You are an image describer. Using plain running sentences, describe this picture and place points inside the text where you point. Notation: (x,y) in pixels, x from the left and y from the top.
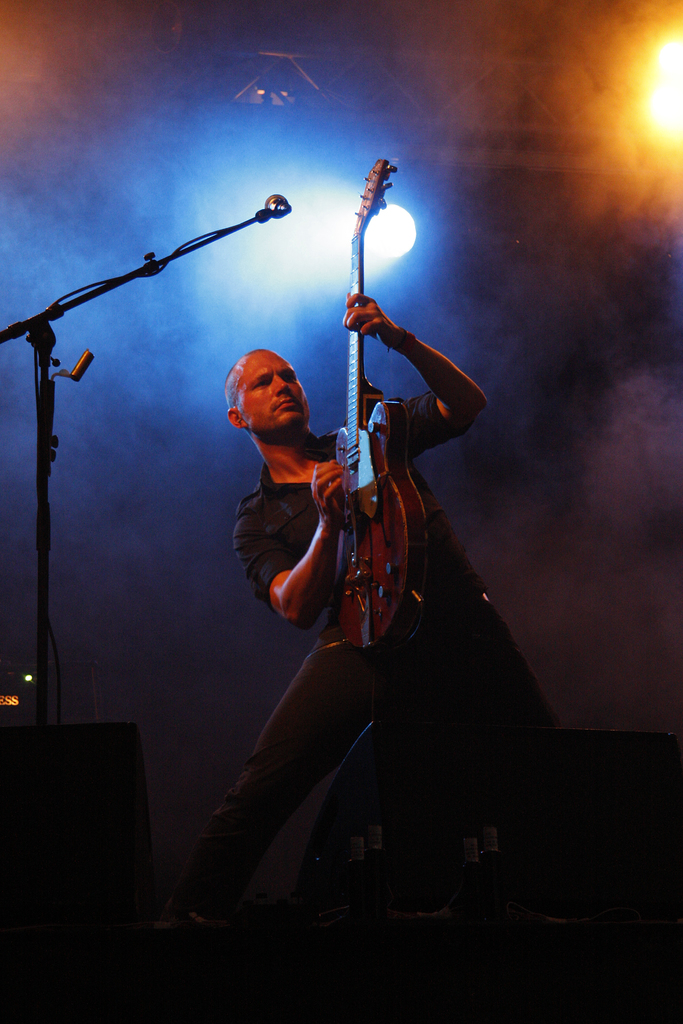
A man (386,679) is playing a guitar (394,457). In the left corner (42,330) there is a mic stand (56,300). In the background (319,227) there are some lights (307,254). In the front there are some speakers (429,821) kept on the stage (393,942).
